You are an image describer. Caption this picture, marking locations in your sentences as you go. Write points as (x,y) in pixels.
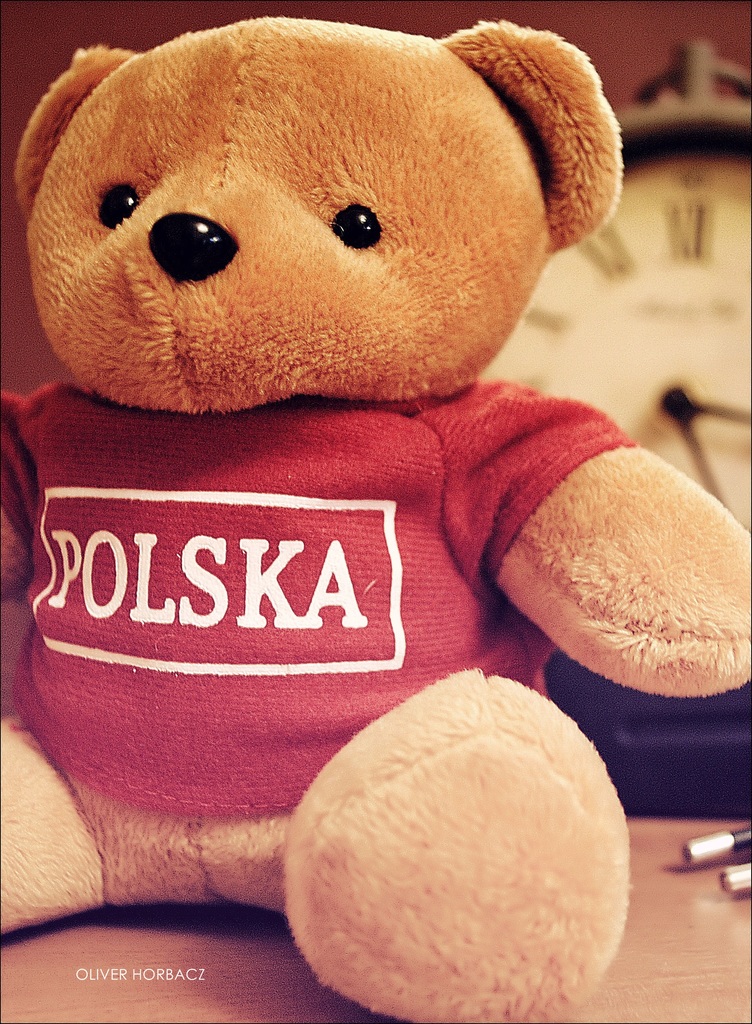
This picture is mainly highlighted with a brown colour teddy bear (368,850) and we can see a red colour shirt (346,569) over it. On the background (695,309) we can see a clock watch (680,337).
